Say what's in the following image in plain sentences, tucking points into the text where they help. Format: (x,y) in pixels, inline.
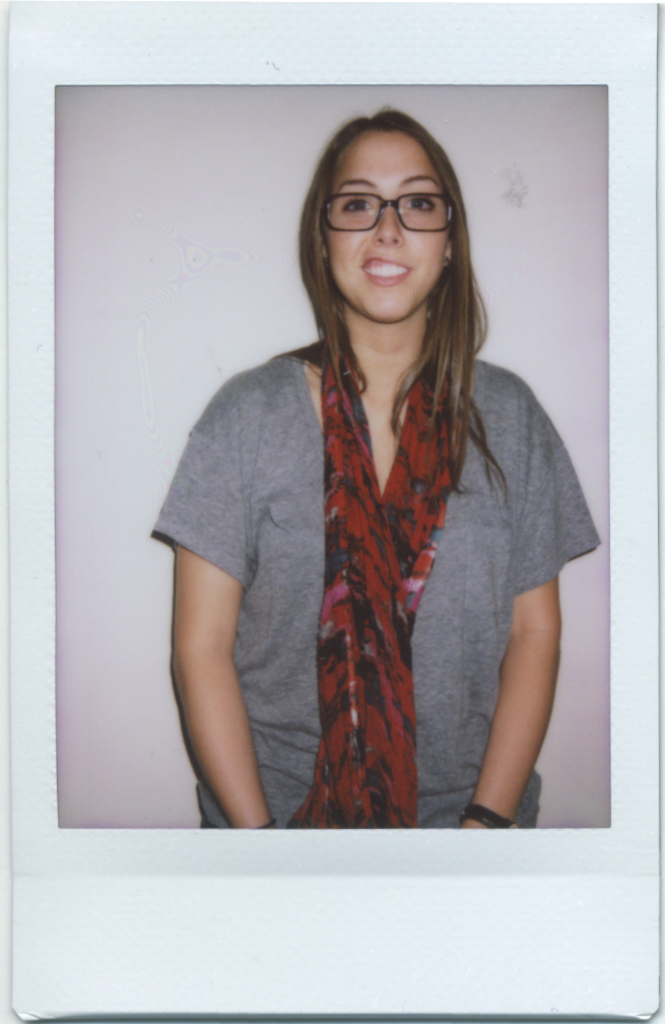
This image consists of a frame (290,839) in which there is a woman (255,681) wearing a gray T-shirt (258,545) and a scarf (391,659) in red color. In the background (288,132), there is a wall (259,334).
